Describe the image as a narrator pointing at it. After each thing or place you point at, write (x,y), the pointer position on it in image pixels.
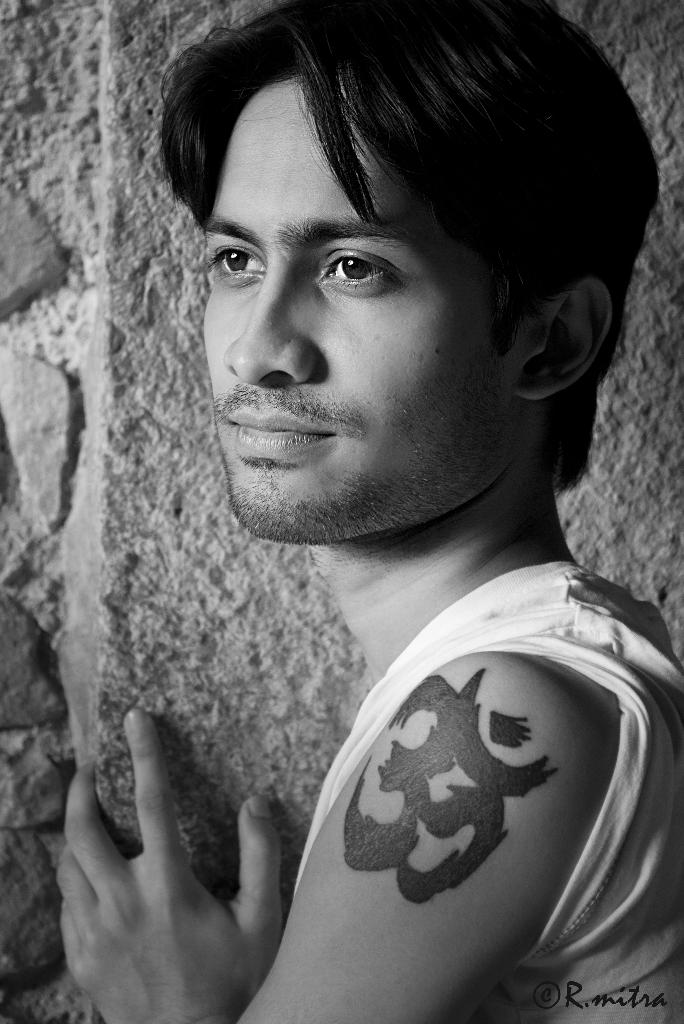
In this image, we can see a man (385,896) with tattoo (455,792) and in the background (99,143), there is a wall (153,603).
